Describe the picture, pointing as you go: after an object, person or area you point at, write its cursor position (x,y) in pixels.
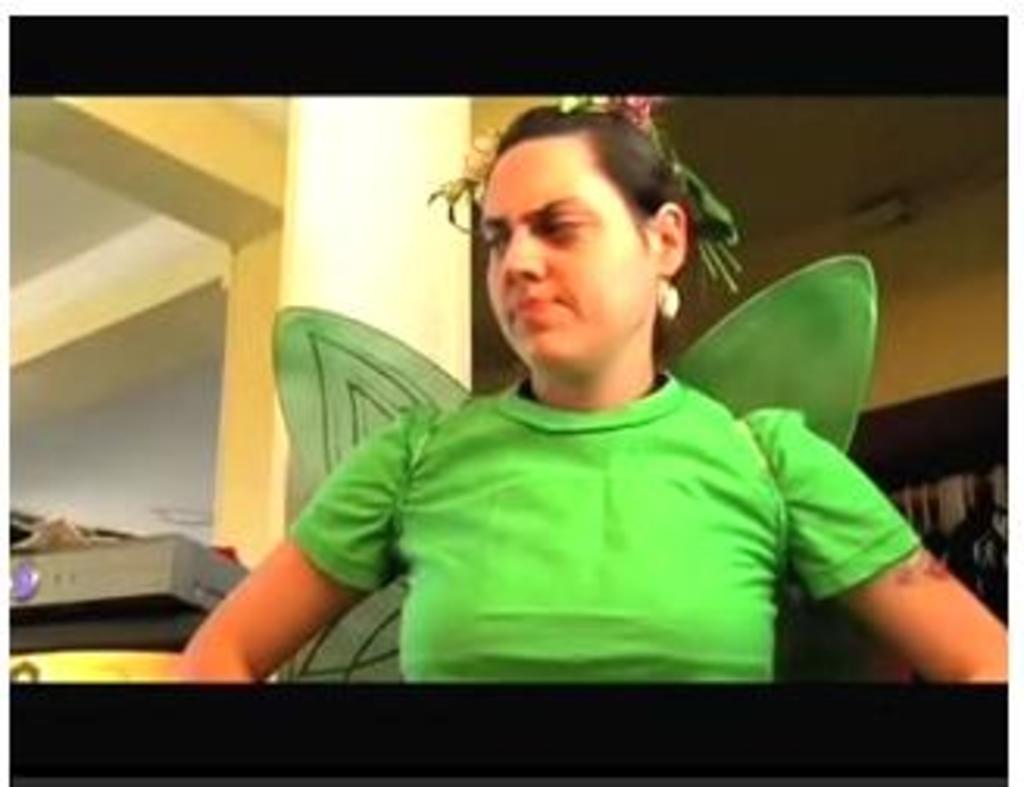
In the center of the picture (639,492) there is a woman (539,497) in green dress (512,467). The picture has black border (879,55). Behind her it is wall (213,383). On the right (952,543) there is a curtain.
